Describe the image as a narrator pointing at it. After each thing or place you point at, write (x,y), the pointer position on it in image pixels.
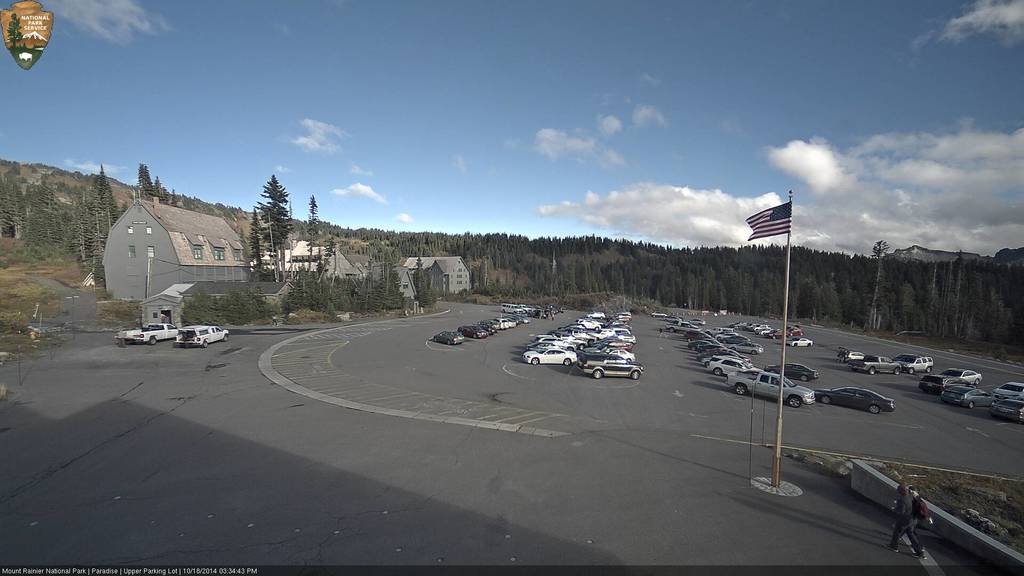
In this image we can see many vehicles (857,367) parked on the road (471,355). We can also see many trees (630,265) in this image. There are also buildings (288,253). At the top (333,103) there is sky (396,113) with some clouds (679,208). At the bottom (82,572) we can see the text (214,574) on the border (399,569). Flag (769,223) is also visible in this image. In the top left corner (10,33) there is a logo (32,44).
